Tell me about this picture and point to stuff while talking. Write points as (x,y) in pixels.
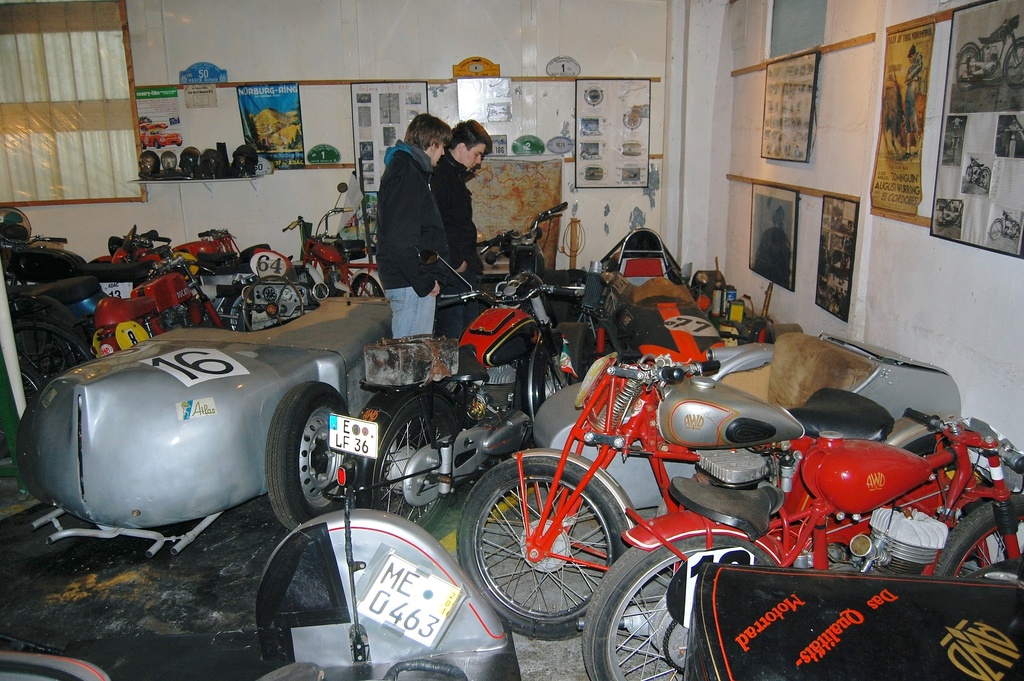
In this picture there are two men (382,256) standing and we can see bikes (370,288) on the floor (277,524), frames (793,152) and boards (836,236) on the wall (793,168), window (18,158) and objects (275,486).
